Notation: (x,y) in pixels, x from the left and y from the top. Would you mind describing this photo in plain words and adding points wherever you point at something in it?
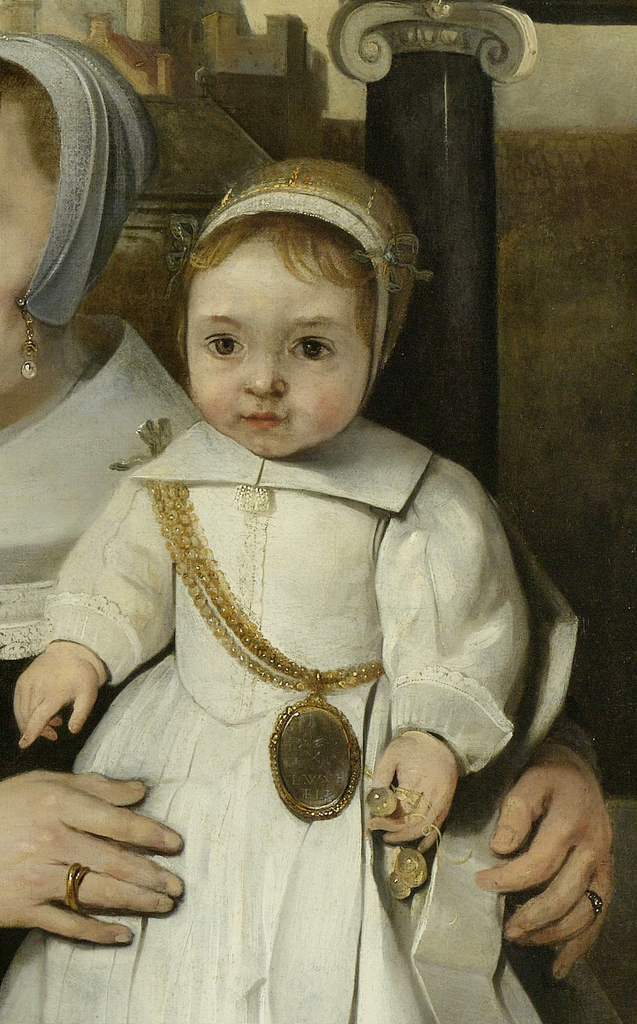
In this image we can see painting (334,457) of a person (16,902), kid (443,774), chain (159,499), pillar (448,181), and wall (631,154).
